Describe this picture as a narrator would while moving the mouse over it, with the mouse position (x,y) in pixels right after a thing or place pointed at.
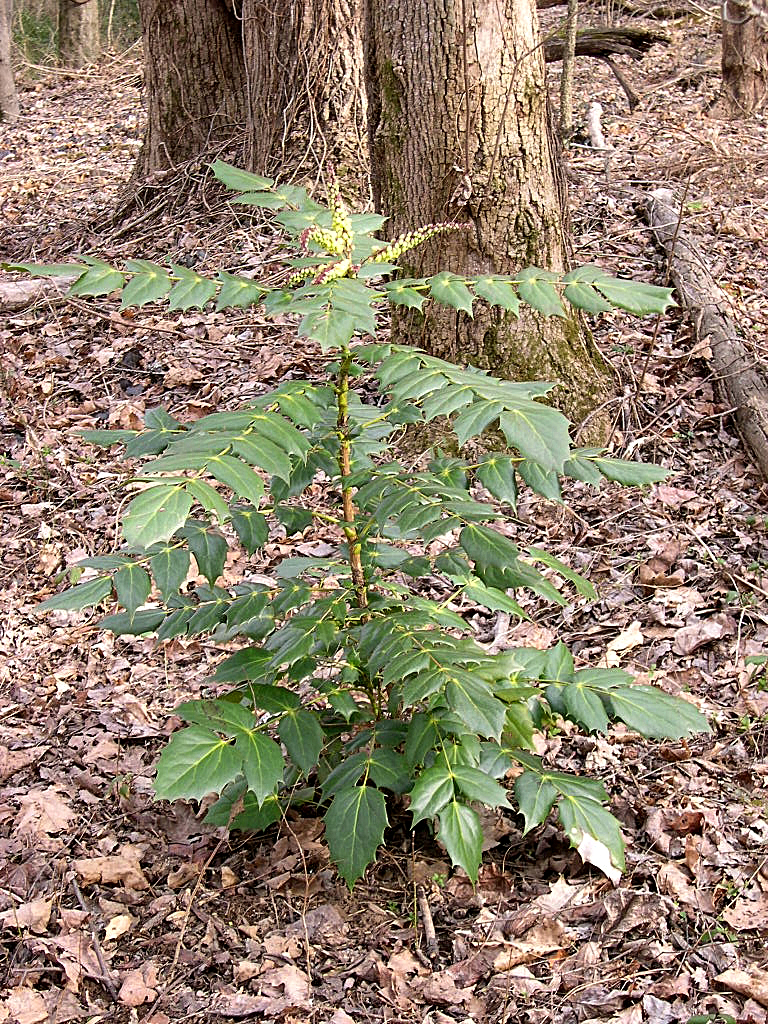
There is a plant (499,735) and dry leaves (335,880) in the foreground area of the image (302,395), there are trunks (424,157) in the background (547,156).
